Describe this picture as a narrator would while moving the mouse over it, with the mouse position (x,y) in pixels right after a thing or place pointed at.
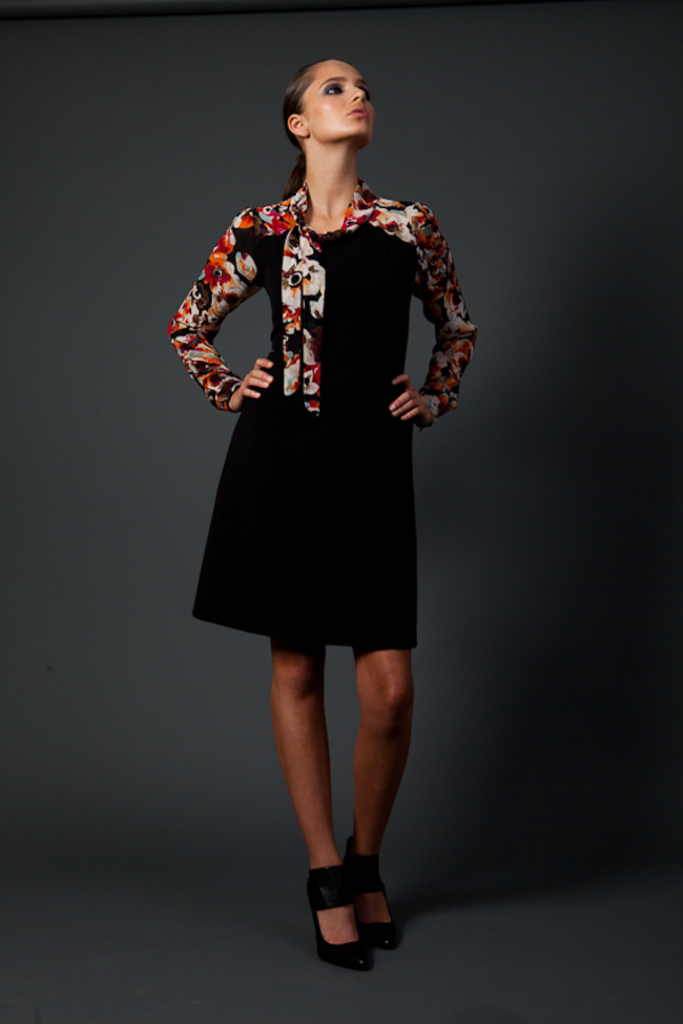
In the picture we can see a woman (344,375) wearing black and multicolor dress (230,285) standing and posing for a photograph.
